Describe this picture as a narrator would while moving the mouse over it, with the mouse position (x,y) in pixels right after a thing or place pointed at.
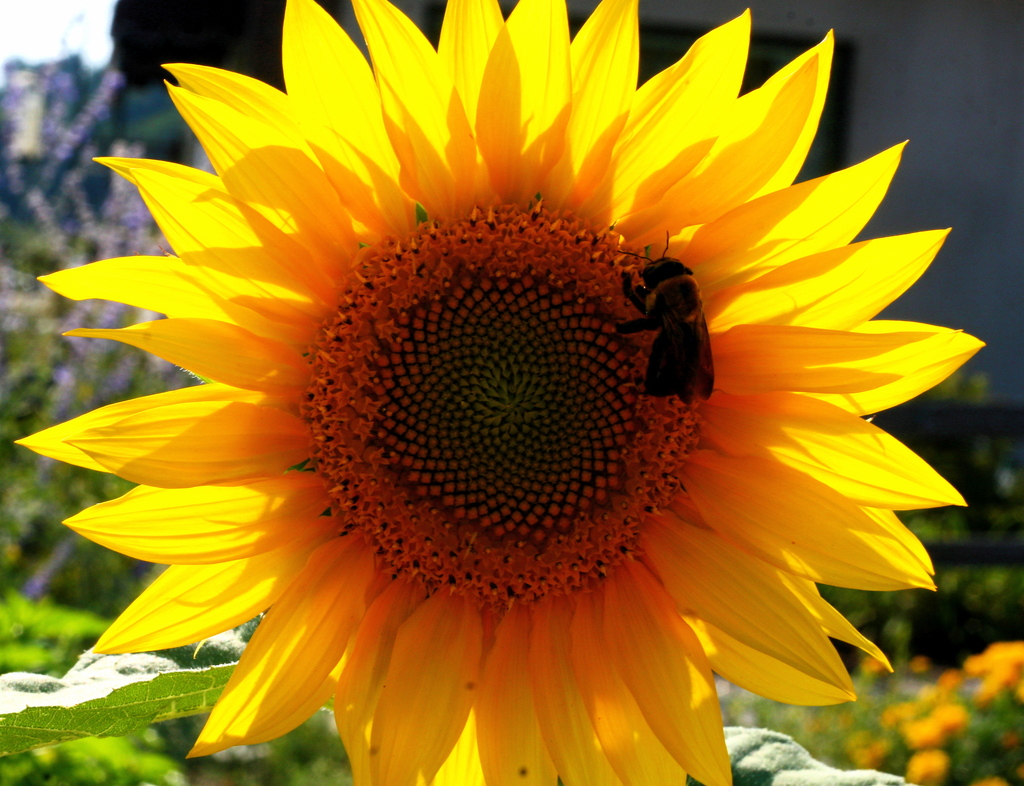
In the center of the image (607,311), we can see an insect (689,340) on the sunflower (529,403) and in the background (67,596), there are plants (173,687) and flowers (945,709).
